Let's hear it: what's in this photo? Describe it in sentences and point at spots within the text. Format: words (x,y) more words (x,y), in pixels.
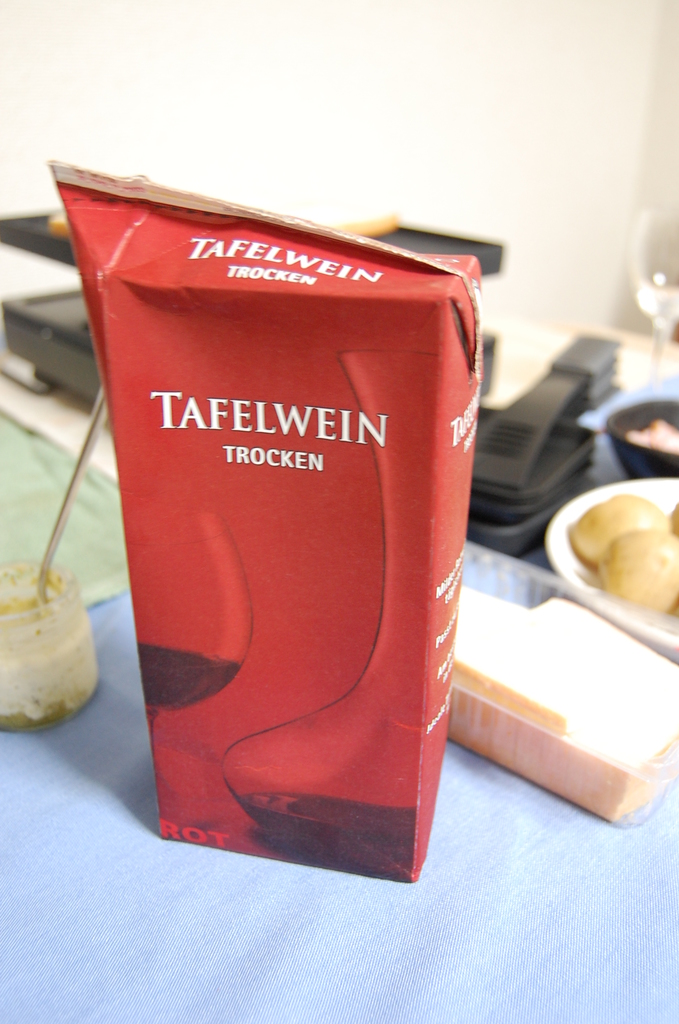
In this picture, it looks like a table (59,827) and on the table (125,871) there is a box (243,610), bowls (564,513), glass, some food items (522,702) and some objects (540,499). Behind the table (511,350) there is a wall (348,115).
